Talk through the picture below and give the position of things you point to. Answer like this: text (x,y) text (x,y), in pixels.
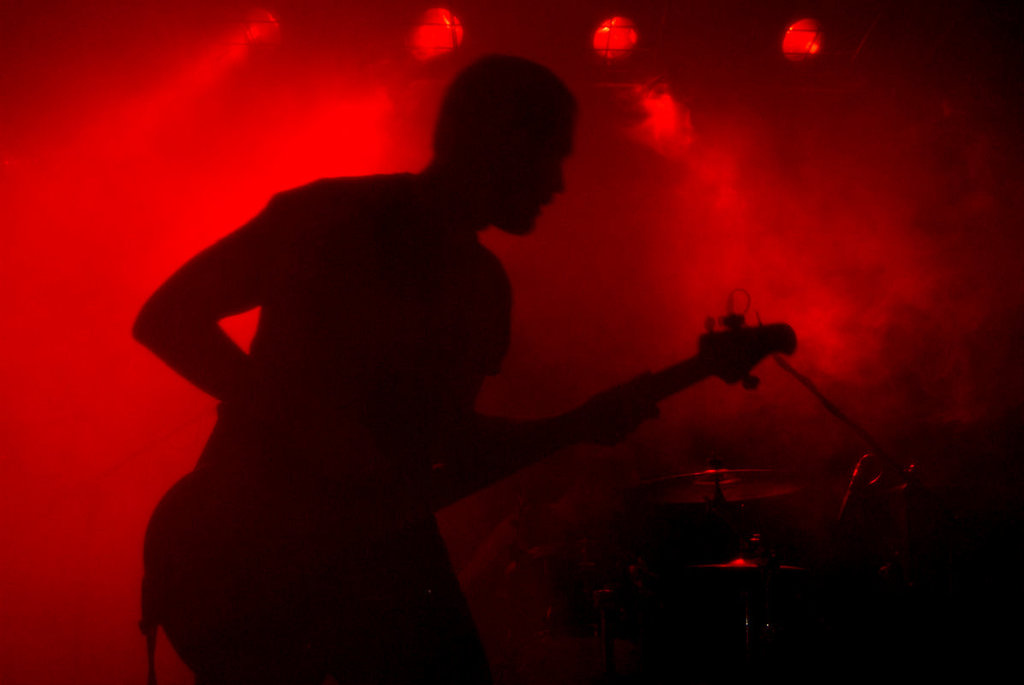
In this picture there is a person (496,302) holding and playing guitar (476,485) in his hands (632,413) and the background (178,53) is red in color.
